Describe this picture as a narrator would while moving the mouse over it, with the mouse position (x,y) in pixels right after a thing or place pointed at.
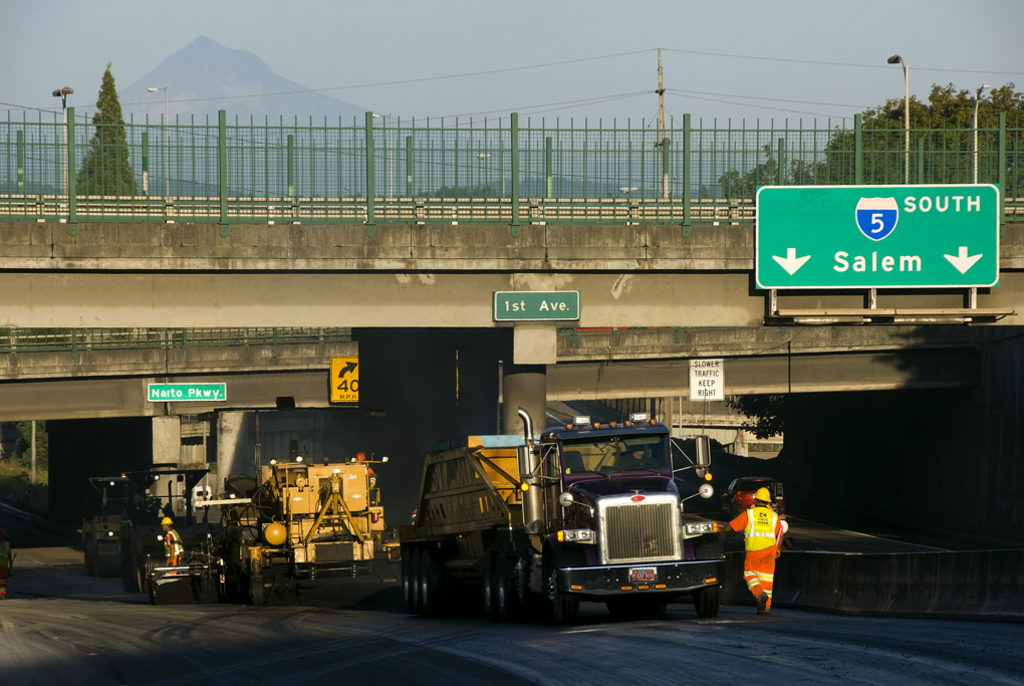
In this image, we can see a bridge (228,272) and there are some trucks (114,549), at the right side (785,287) there is a green color sign board (832,196), we can see some trees (1011,161), at the top (502,74) there is a sky (449,23) which is clear.
